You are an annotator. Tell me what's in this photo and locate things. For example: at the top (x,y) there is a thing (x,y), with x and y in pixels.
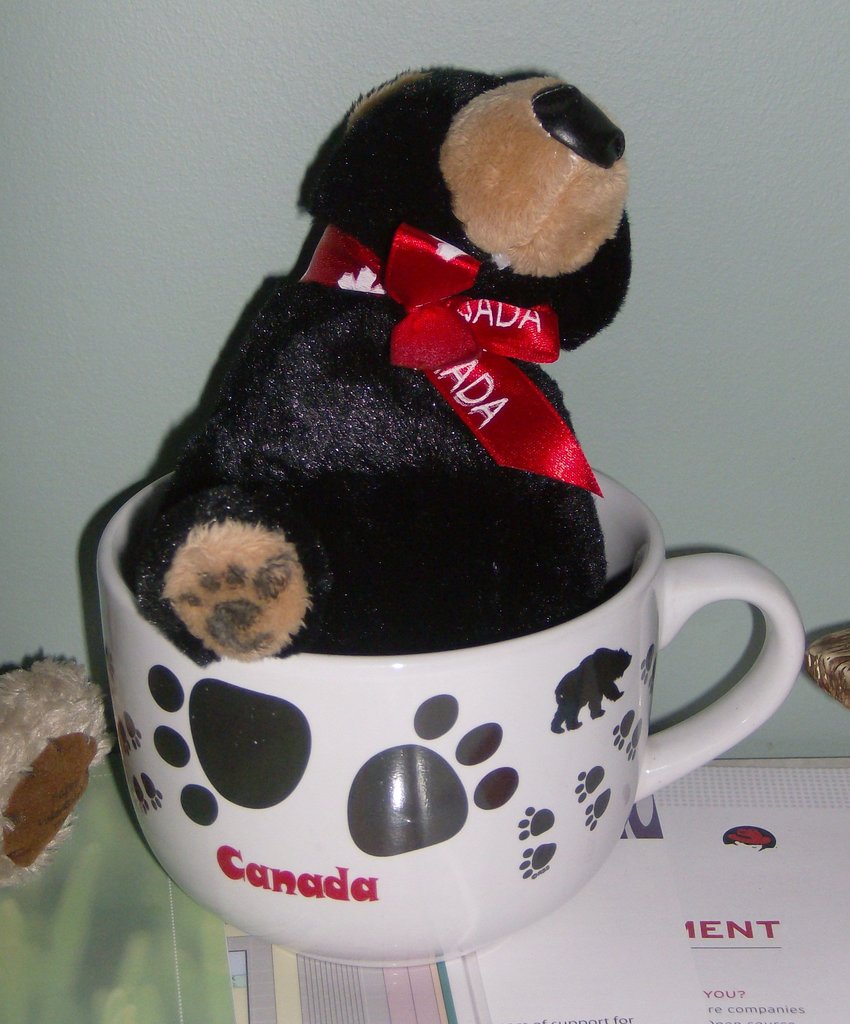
In this picture we can see a toy (432,542) in a cup (438,715), here we can see some objects (604,936) and we can see a wall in the background (806,684).
